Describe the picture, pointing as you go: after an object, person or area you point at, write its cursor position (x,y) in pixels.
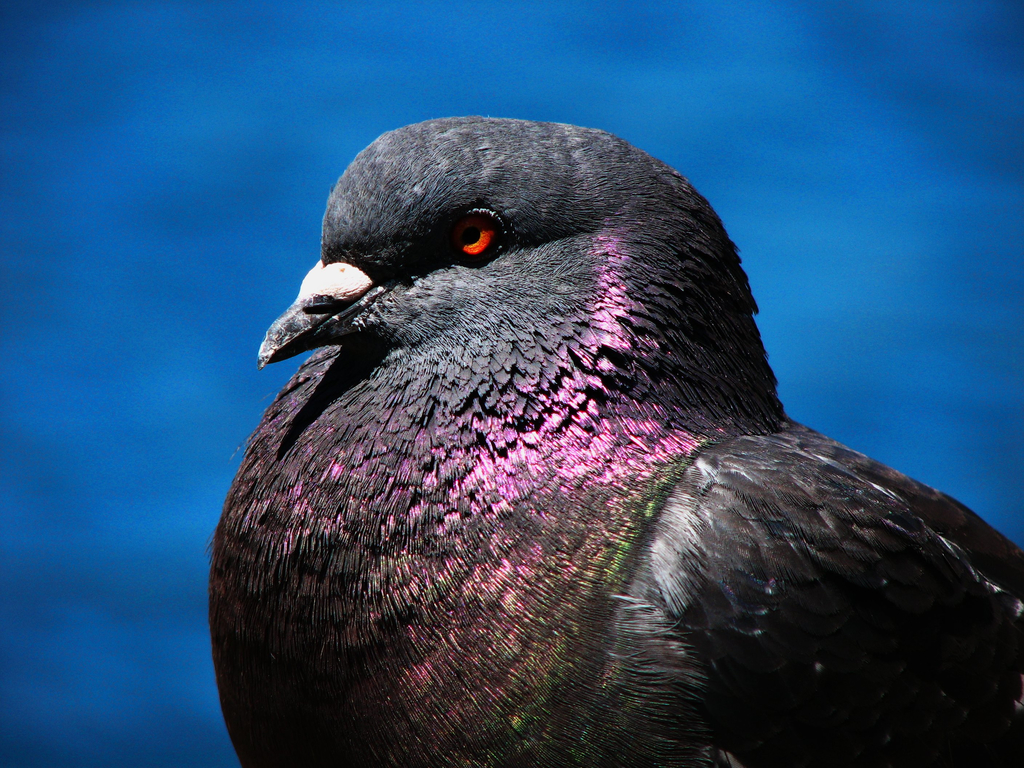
In this image we can see a bird (624,554) and in the background (976,14), we can see the sky (972,28).
